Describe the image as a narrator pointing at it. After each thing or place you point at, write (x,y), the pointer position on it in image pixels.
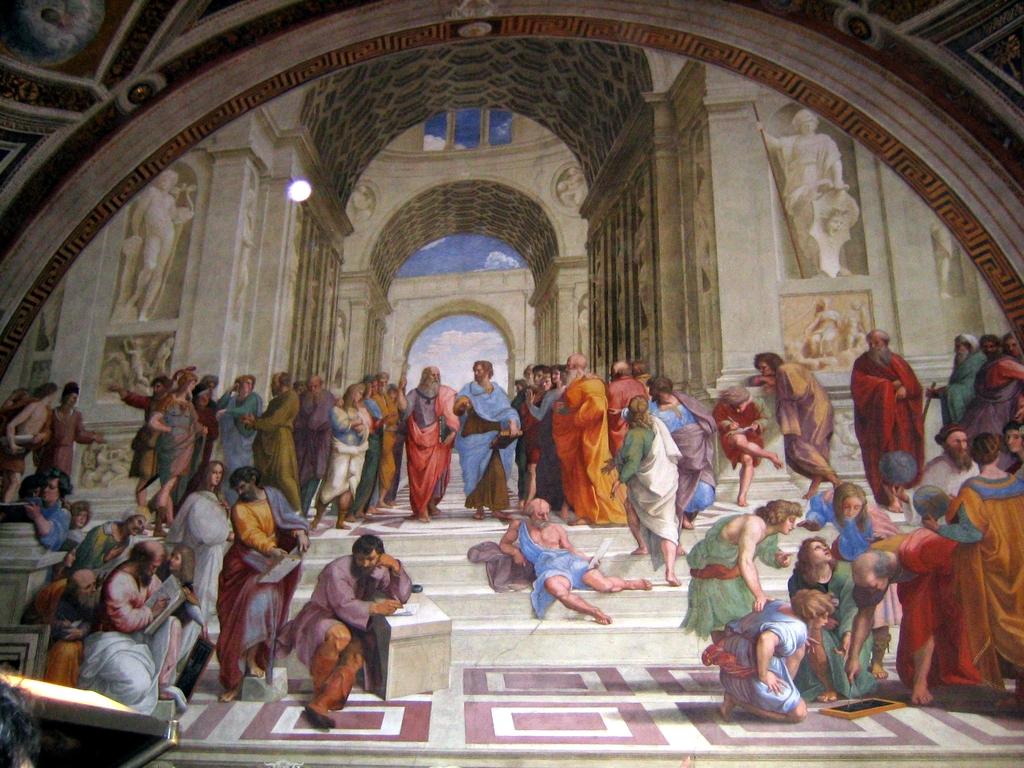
In this image I can see group of people (915,643), some are sitting and some are standing and I can see the inner part of the building (331,118). Background (460,248) I can see the light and the sky (443,253) is in blue and white color.
